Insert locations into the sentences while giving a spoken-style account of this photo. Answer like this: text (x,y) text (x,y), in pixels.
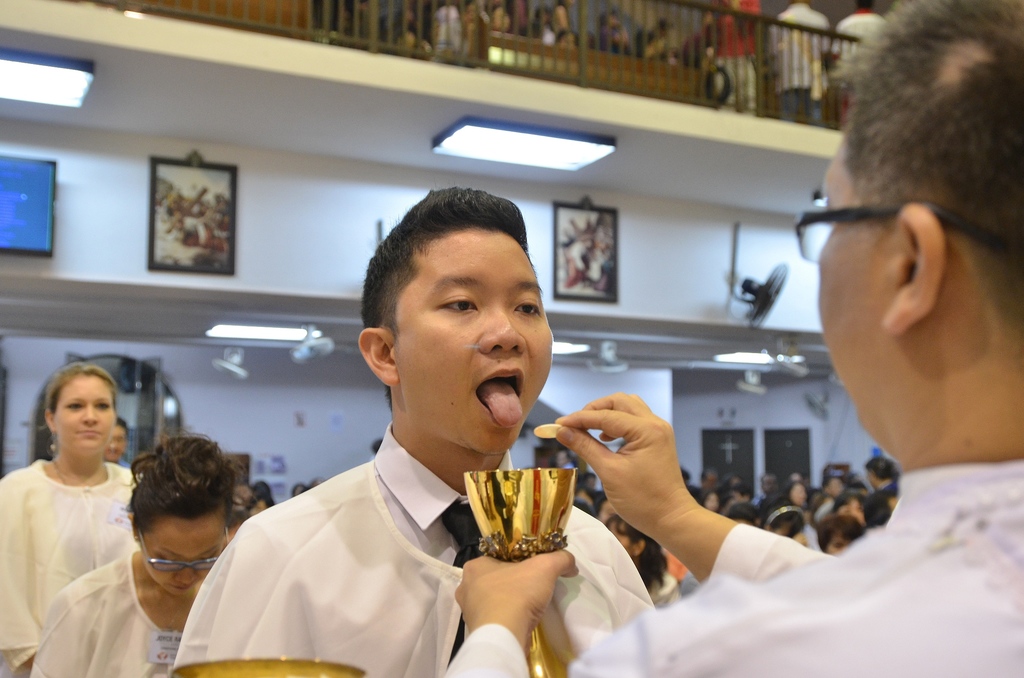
In this image there is a men (571,442) and he is wearing white dress (729,582) stretching his hand (577,452) and holding a bowl (512,512), in front of him there is a another man (451,543), he is wearing a white color dress (403,504) and opening his mouth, beside him there are two women (121,578) and there are few persons (804,506) sitting in chairs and there is wall (807,278) on that wall (700,268) there are photo frames (578,227) and fans (757,308).
